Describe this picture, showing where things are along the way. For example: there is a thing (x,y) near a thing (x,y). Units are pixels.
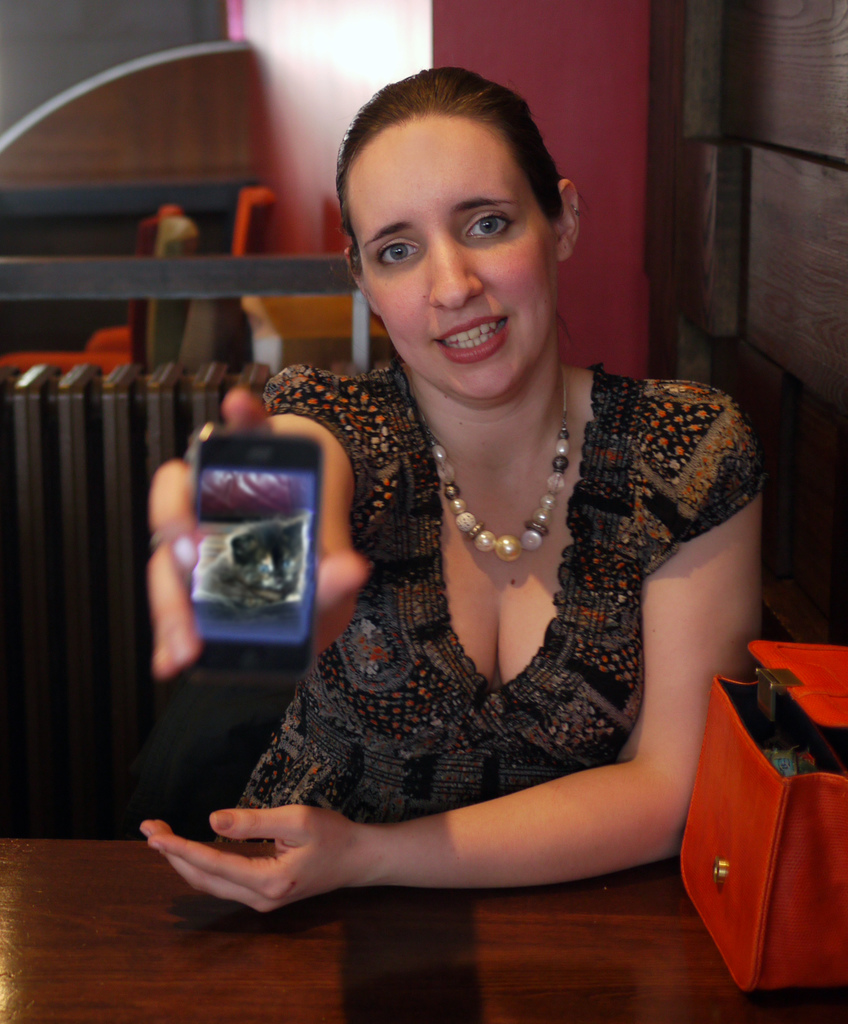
Here we can see a lady (219,815) sitting on a table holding her mobile phone (213,465) in her hand (324,628), she is wearing a necklace (463,509) and she is having her handbag (744,698) beside her
